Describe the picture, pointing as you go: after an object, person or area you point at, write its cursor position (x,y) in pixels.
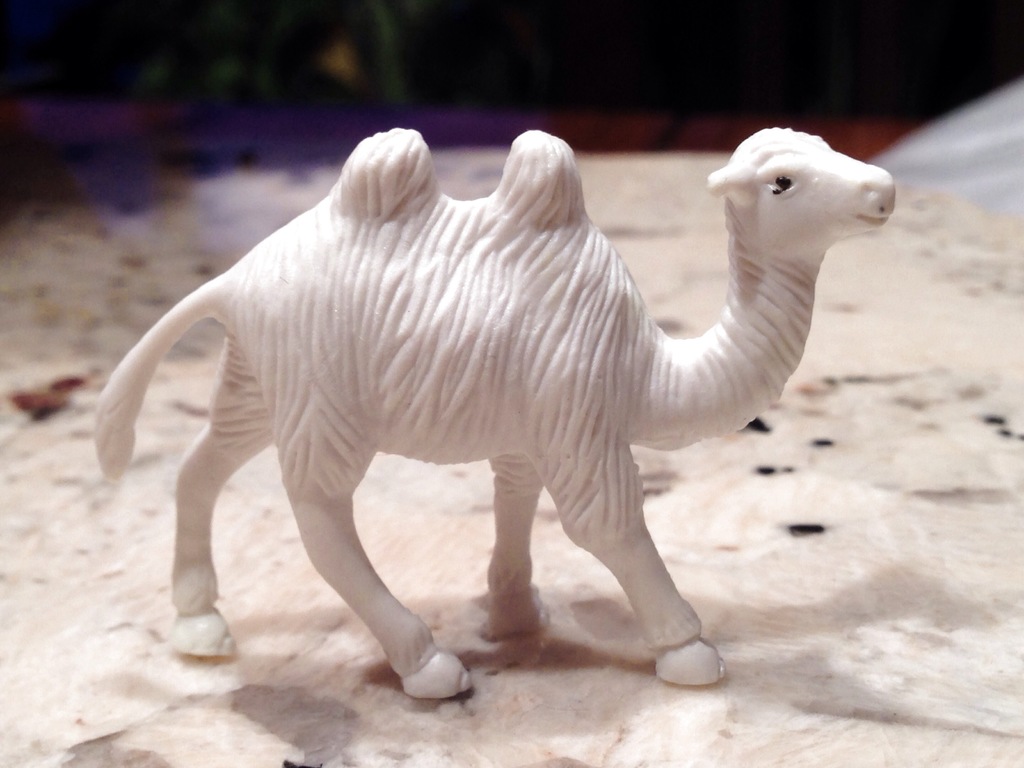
In this image I can see a toy (382,328) of an animal (327,361) on a white surface (882,664). This toy (288,372) is in white color. The background (121,7) is blurred.
